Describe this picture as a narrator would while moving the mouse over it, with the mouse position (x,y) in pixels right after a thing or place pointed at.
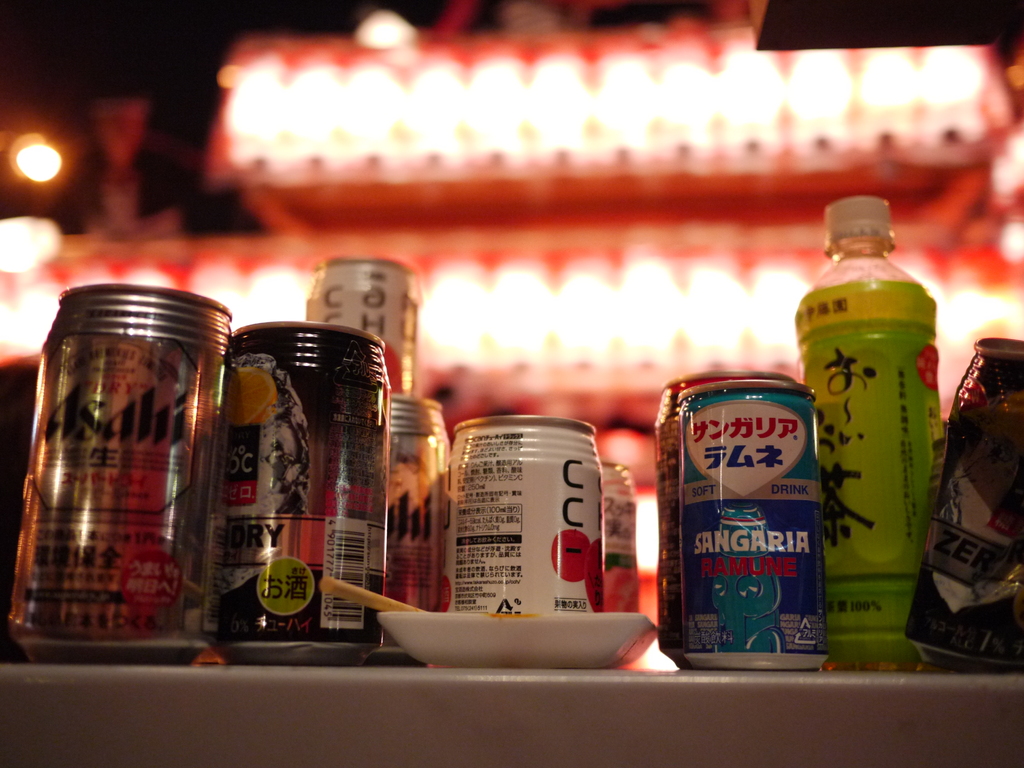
There is a table (709,697). On the table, there is bottles (831,477), cans (407,451), and plate (528,626). On cans (273,460) there are stickers (271,492). In the background (588,152) there is light (528,324).
